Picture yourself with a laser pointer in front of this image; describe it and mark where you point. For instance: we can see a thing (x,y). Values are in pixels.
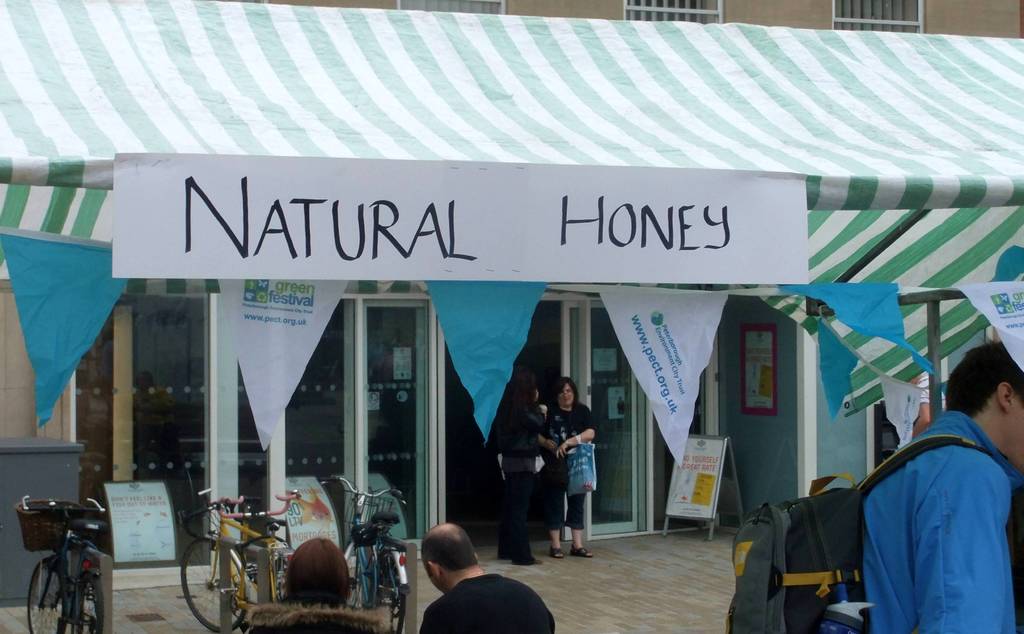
In this image I can see group of people (930,521) some are standing and some are sitting. The person (469,624) in front (474,596) wearing black color dress (520,420), background (487,312) I can see few colorful papers (288,293) and I can also see a stall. Background (599,4) I can see a building (747,11) in brown color.
